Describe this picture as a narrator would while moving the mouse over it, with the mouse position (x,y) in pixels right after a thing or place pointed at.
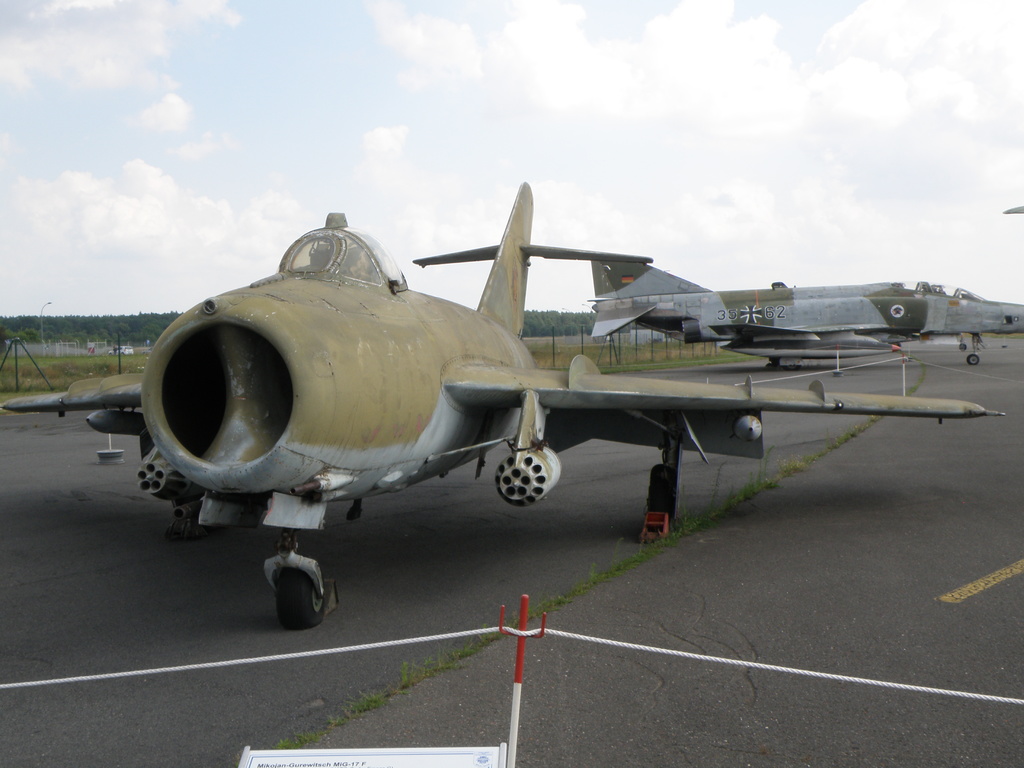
In this image there are airplanes (624,416) parked on the road (444,524). Around them there are ropes (680,652) to the rods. Behind them there's grass (128,365) on the ground (38,378). In the background (578,315) there are trees (590,320). At the top (460,78) there is the sky (473,69).
